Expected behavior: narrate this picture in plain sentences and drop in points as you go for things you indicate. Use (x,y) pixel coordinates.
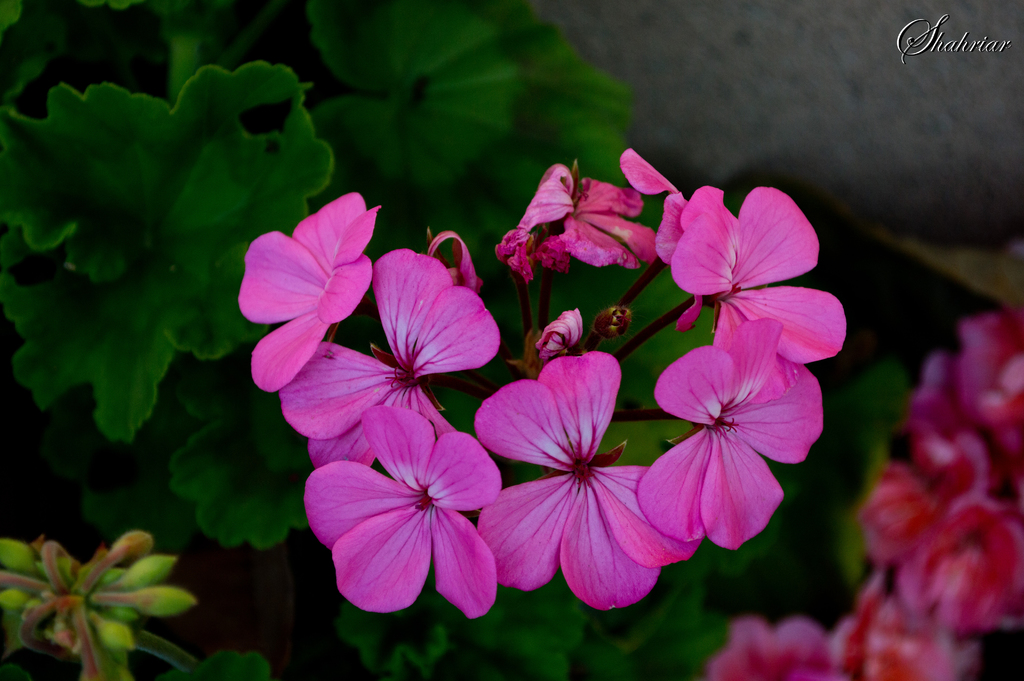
In this image there are buds (63,640) in the left corner (26,618). There are flowers (907,484) and some text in the right (860,634) corner. There are pink colored flowers (625,165) in the foreground (310,307). And there are leaves (334,0) in the background (319,2).
